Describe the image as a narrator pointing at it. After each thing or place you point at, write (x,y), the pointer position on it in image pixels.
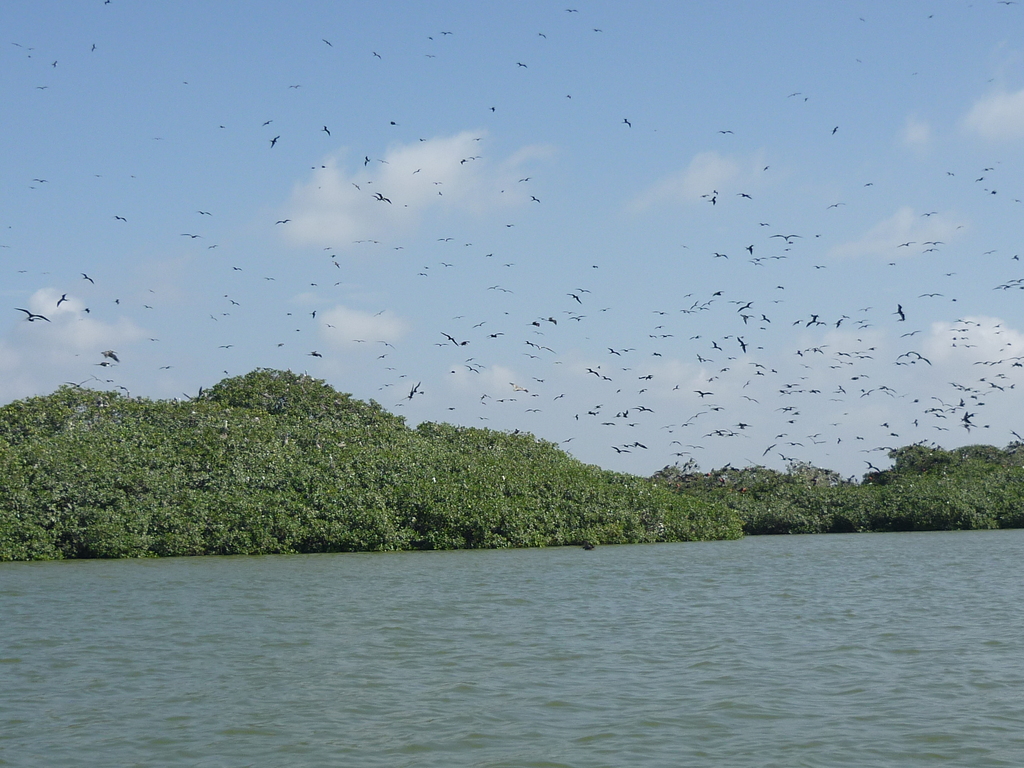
In this picture I can see water (669,553) and few trees (953,523) and many birds (910,336) flying and I can see a blue cloudy sky (498,160).
